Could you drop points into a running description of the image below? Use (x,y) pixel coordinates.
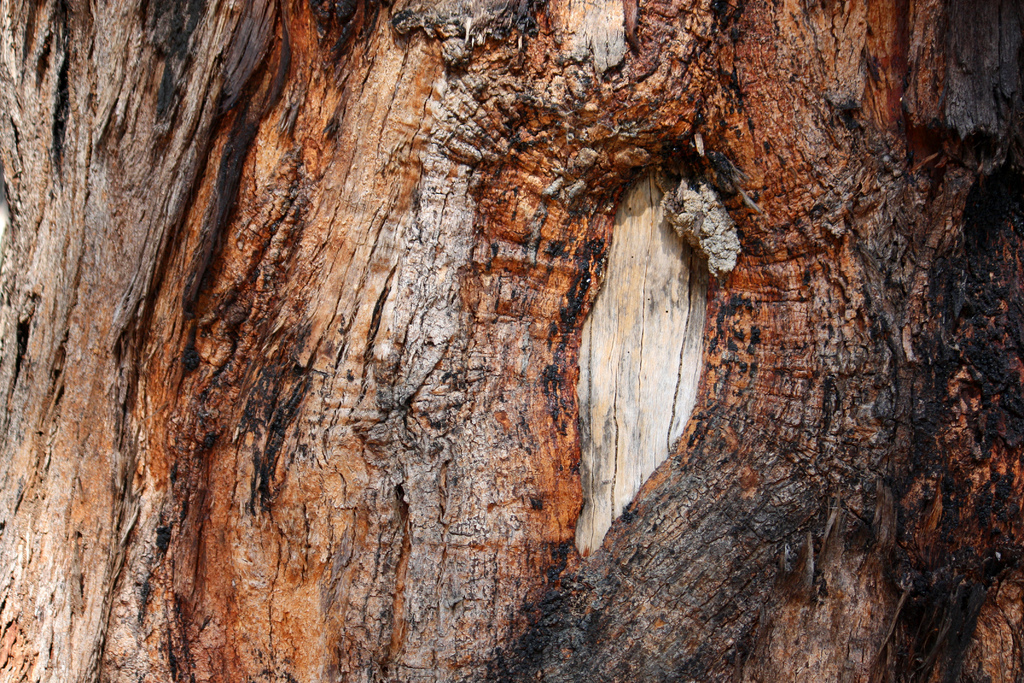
In this image I see a bark (113,663) of a tree (556,232) which is of brown, red and black in color.
